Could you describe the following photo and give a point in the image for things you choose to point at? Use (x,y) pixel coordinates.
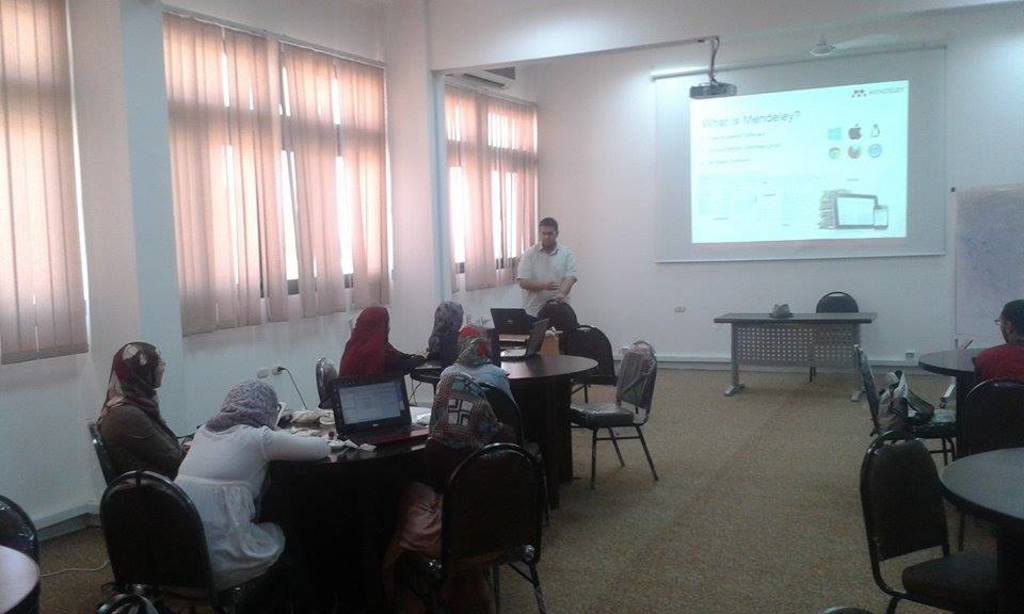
In this picture we can see some persons (456,422) are sitting on the chairs (457,527). These are the tables (552,439). On the table (518,371) there are laptops (518,326). Here we can see a man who is standing on the floor (763,488). On the background (835,129) there is a wall (638,163) and this is screen (784,134). Here we can see curtains (253,192).
